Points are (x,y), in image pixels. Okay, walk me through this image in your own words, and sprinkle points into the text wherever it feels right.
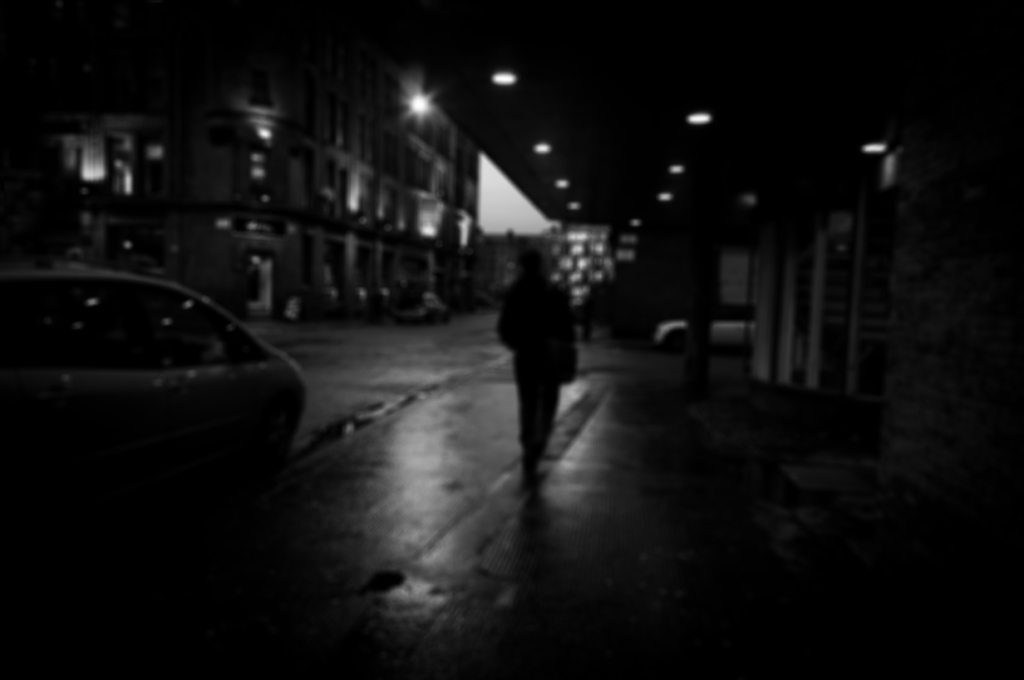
This is a black and white image. There is a car (64,395) on the left side (155,435). There is a person (566,320) in the middle (546,374). There is a building (326,212) in the middle (462,248). There are lights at the top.
